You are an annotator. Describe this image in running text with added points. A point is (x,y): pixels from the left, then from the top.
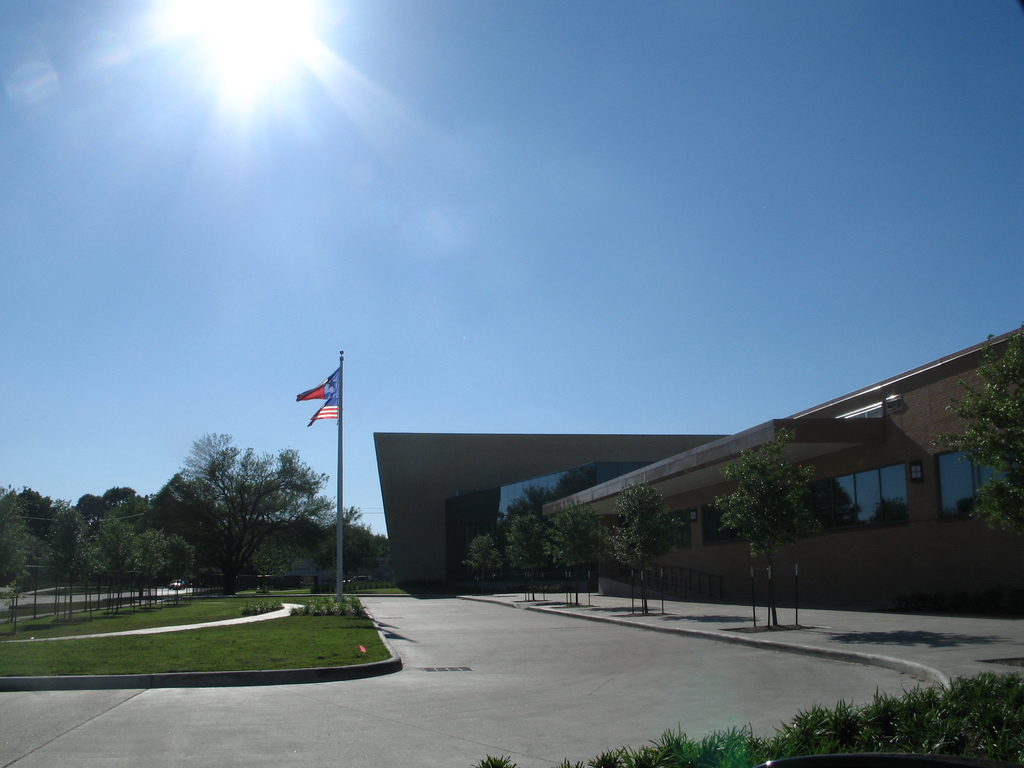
In the image I can see a place (466,727) where we have a building (583,462), trees (1007,391), plants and a flag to the pole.
